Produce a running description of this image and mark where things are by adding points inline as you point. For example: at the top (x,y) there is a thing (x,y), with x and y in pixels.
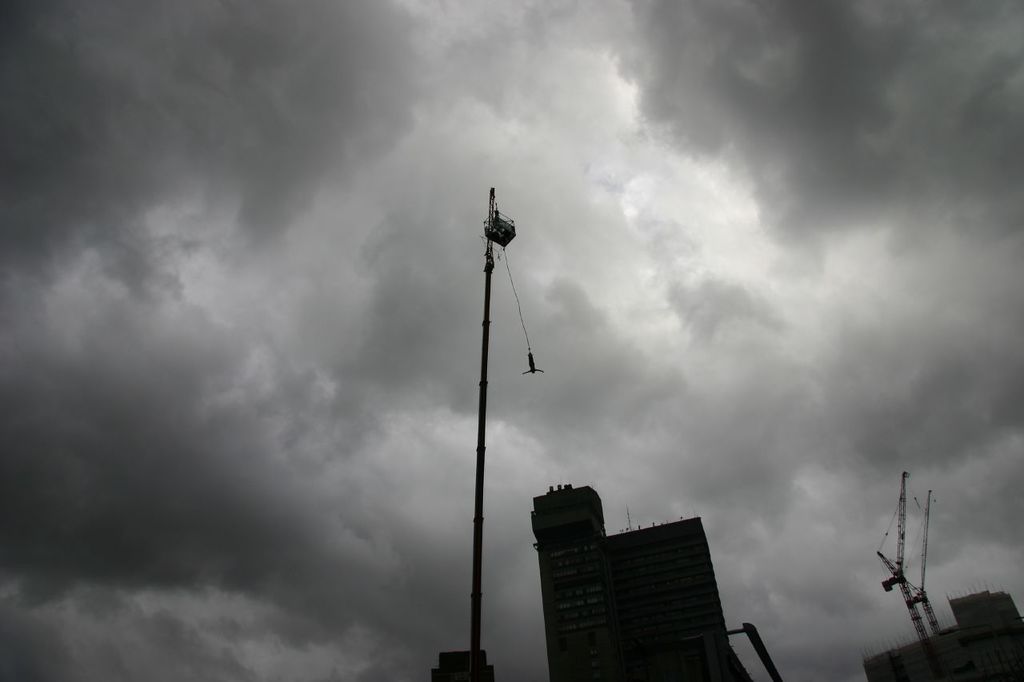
In this picture we can see buildings (963,622), cranes (931,614), pole (489,286), some objects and in the background (390,247) we can see the sky (629,405) with clouds (588,144).
